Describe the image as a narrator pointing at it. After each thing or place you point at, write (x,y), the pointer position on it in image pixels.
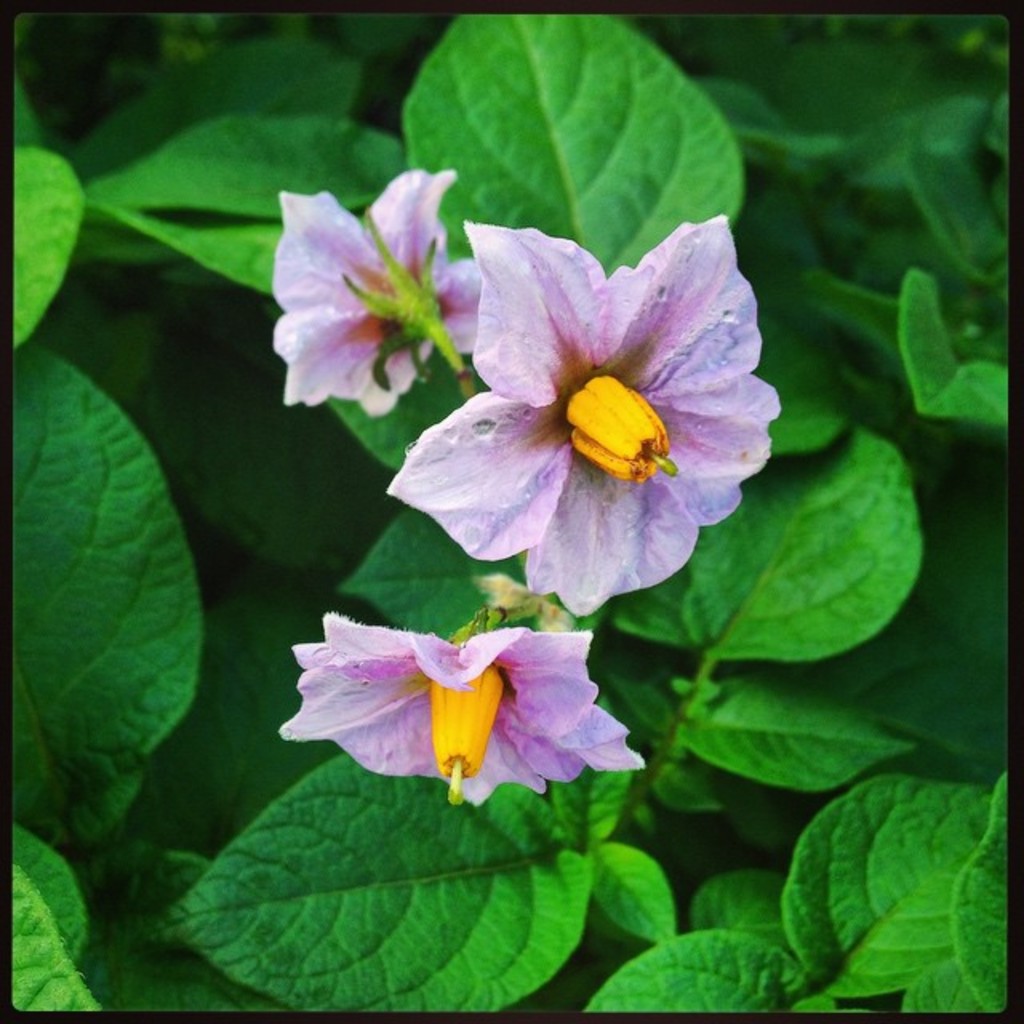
This image consists of flowers (548,529) along with green leaves (638,858).
